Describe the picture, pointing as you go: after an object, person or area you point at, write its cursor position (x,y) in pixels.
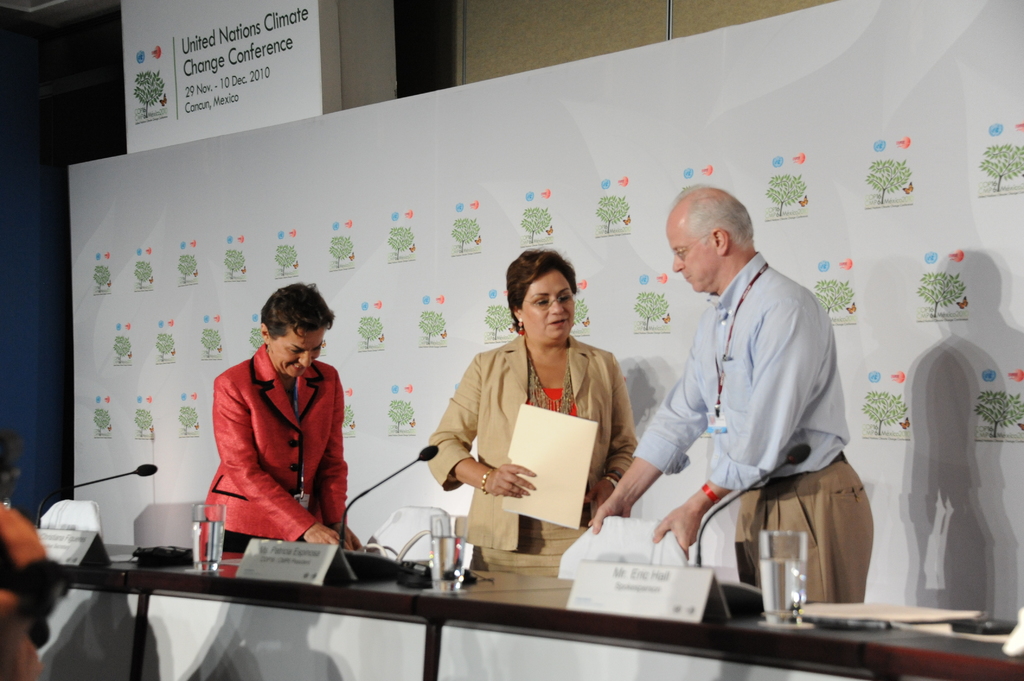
In this picture there are three persons (284,348) standing near the table (154,583). In the right corner (809,482) a person (784,398) with light blue shirt (757,407) and brown pant (813,521) is holding a chair (635,533) beside him there is lady (569,323) holding a paper (524,457) wearing a brown colored blazer (501,382) and in the left corner (284,430) there is lady (312,424) adjusting the table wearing a red colored blazer (297,430) and smiling. At the back ground (394,199) i could see a banner (677,157) with trees (459,234) on them and there is a banner (291,80) at the back (222,125) also in a text (211,72). On a table (105,569) i could see also the name plates (668,595), and a water glass (775,574), some papers (868,614) and a mic (346,555).
